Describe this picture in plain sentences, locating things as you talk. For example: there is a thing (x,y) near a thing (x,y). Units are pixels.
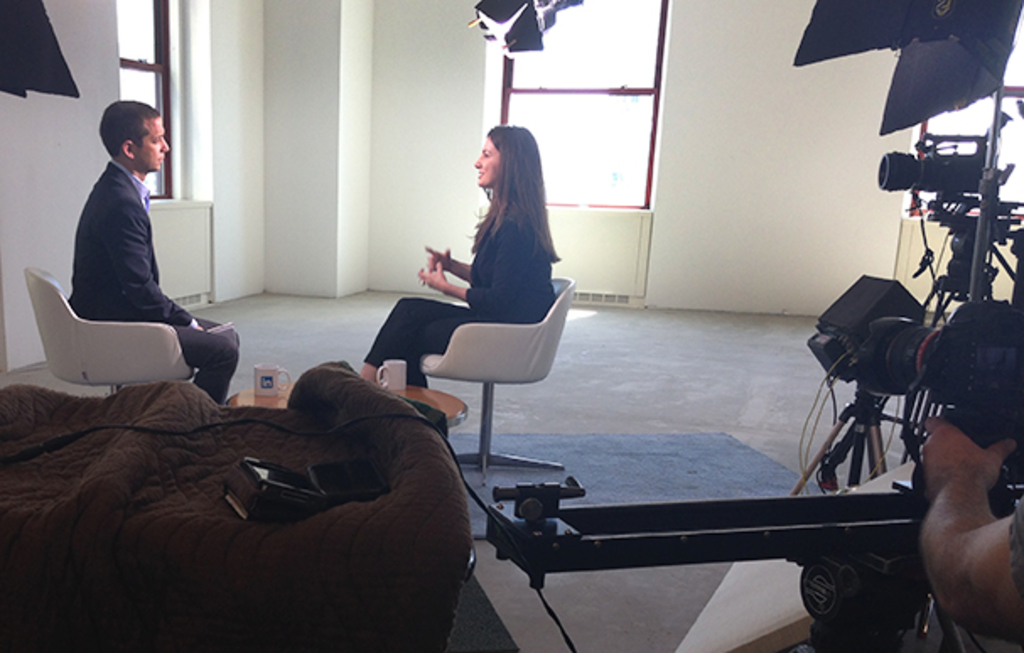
In this image I can see two people (452,328) sitting on the chairs (439,361) and there is a camera (881,391) in this room (809,273).
